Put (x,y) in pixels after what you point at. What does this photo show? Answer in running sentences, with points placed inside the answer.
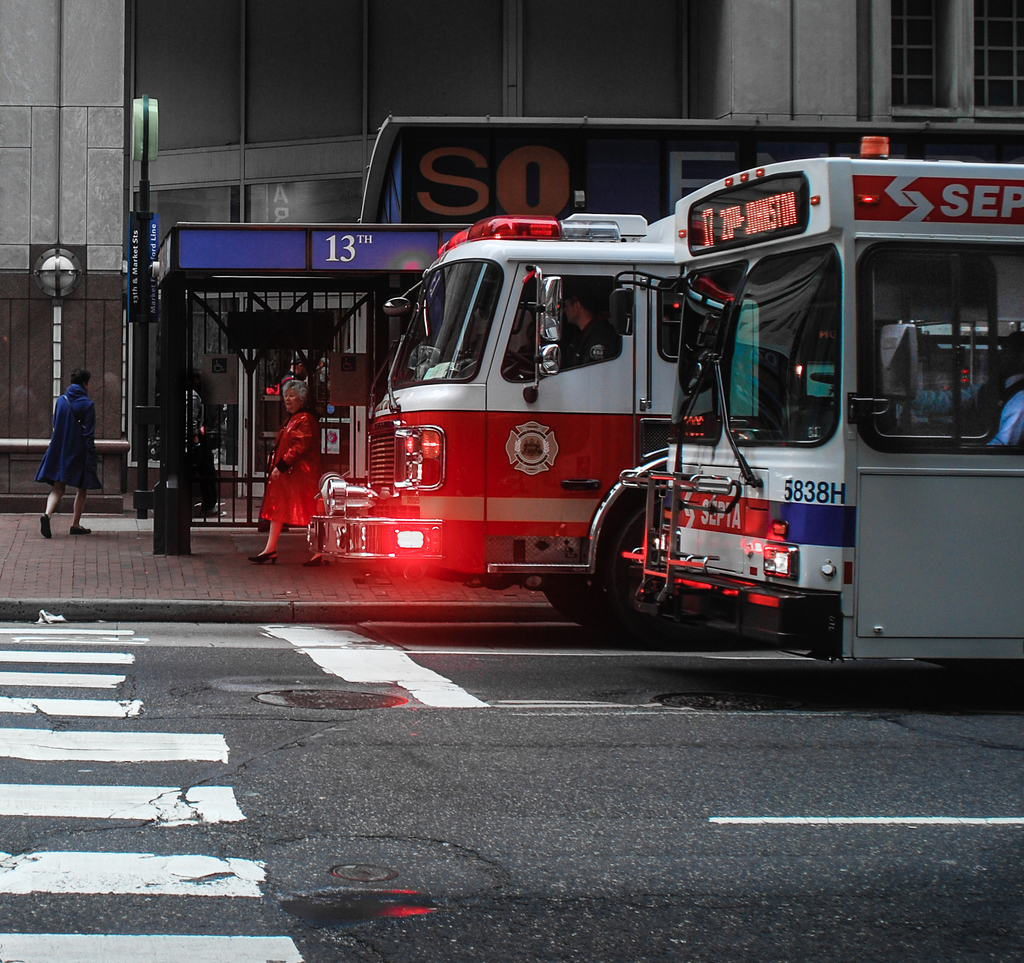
In this picture, we can see a few vehicles (565,479), road (291,640), path (246,528), bus stop (224,264), poles (187,356), posters (498,182) with some text (570,177) on it, a few people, building (719,77) with windows (907,59), door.
